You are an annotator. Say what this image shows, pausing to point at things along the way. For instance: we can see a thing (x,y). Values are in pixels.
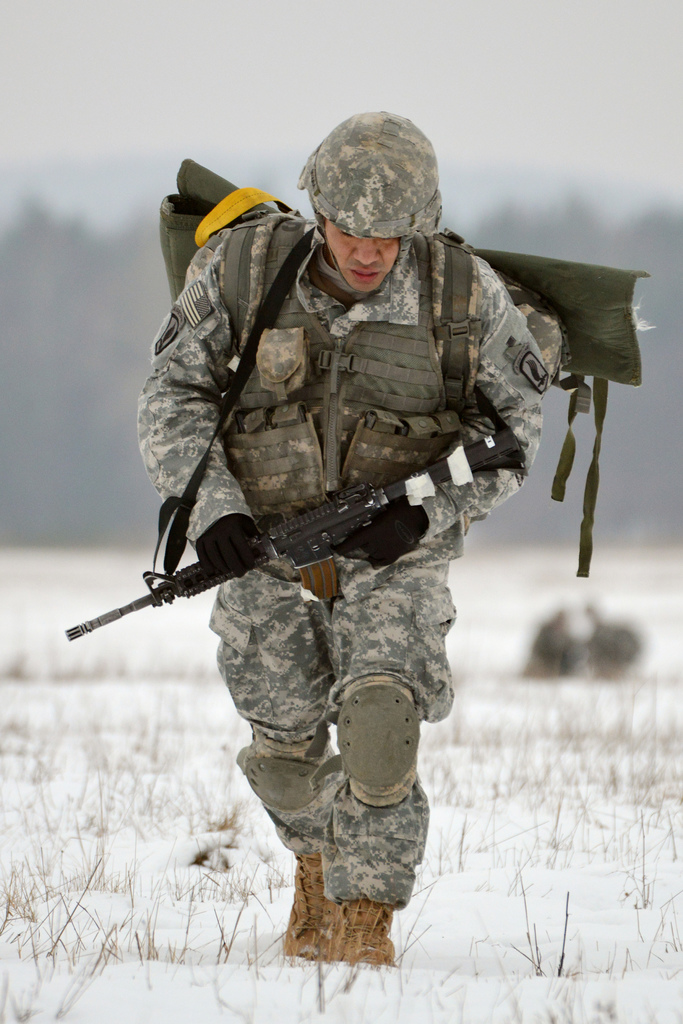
This picture is clicked outside. In the center (346,442) we can see a person (346,333) wearing uniform (346,333), backpack (455,311), helmet (407,211) and holding the rifle (325,563) and walking on the ground (430,902). In the background (462,206) we can see the sky (494,93), snow (169,937) and some other items (607,650).
